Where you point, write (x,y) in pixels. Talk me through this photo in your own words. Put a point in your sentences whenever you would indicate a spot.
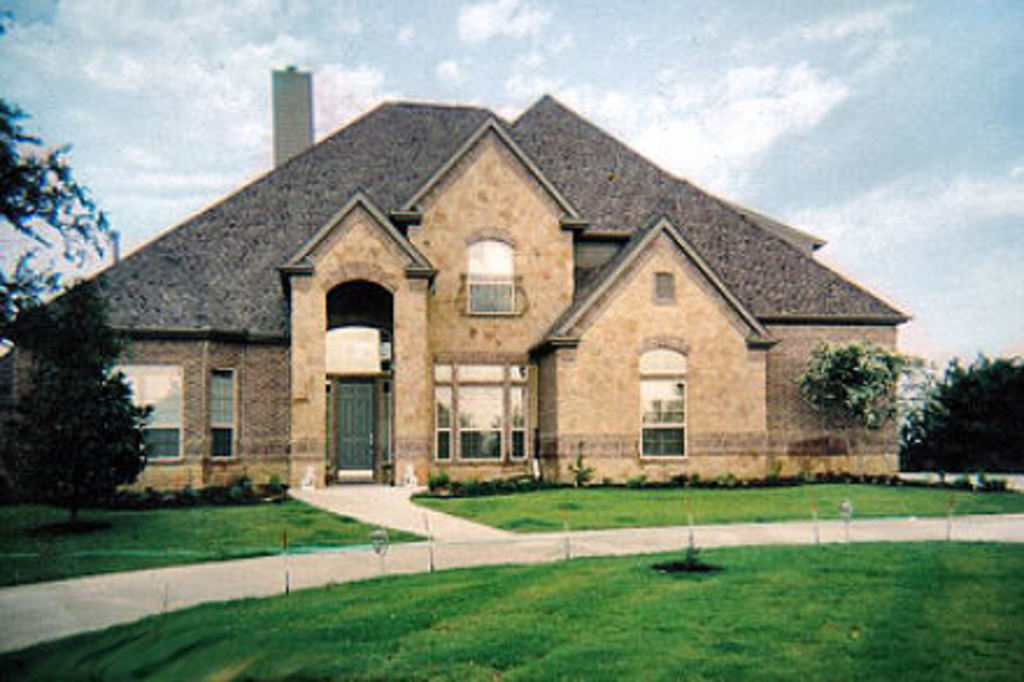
In this image we can see a building (535,400). On the building (396,347) we can see the windows (212,400) with glasses (454,427). In front of the building (497,435) we can see grass (791,488) and plants (1014,452). On the left side (31,171), we can see a tree (110,396). At the top (168,130) we can see the sky (680,121).
